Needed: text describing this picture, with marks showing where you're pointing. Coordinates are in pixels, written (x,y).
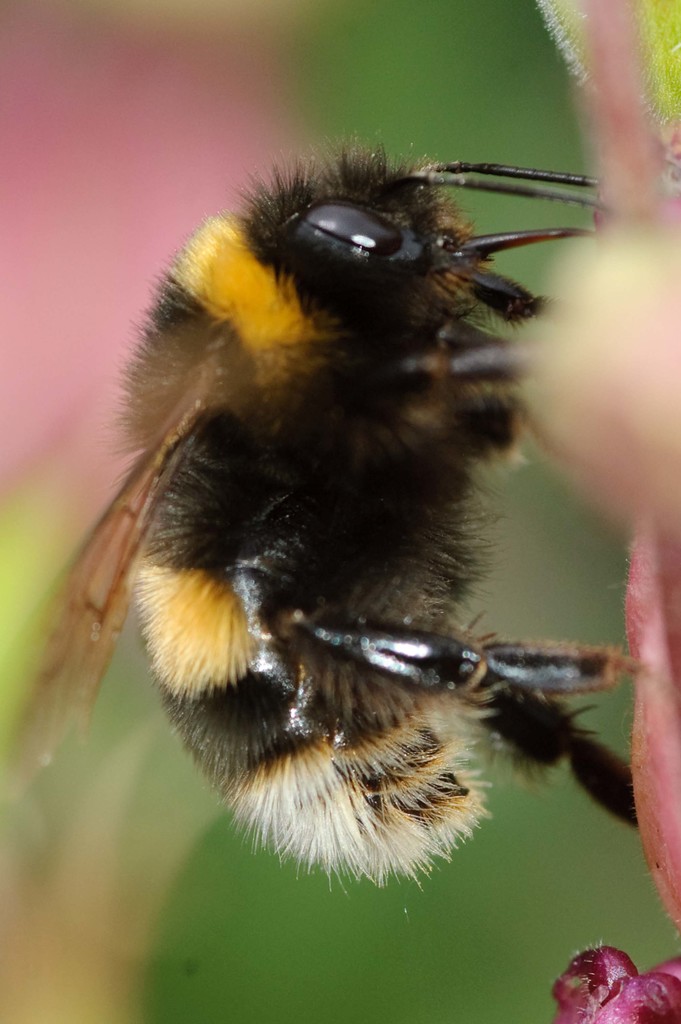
Background portion of the picture is blur. In this picture we can see an insect (418,330) and on the left side of the picture (23,218) its blurry.
